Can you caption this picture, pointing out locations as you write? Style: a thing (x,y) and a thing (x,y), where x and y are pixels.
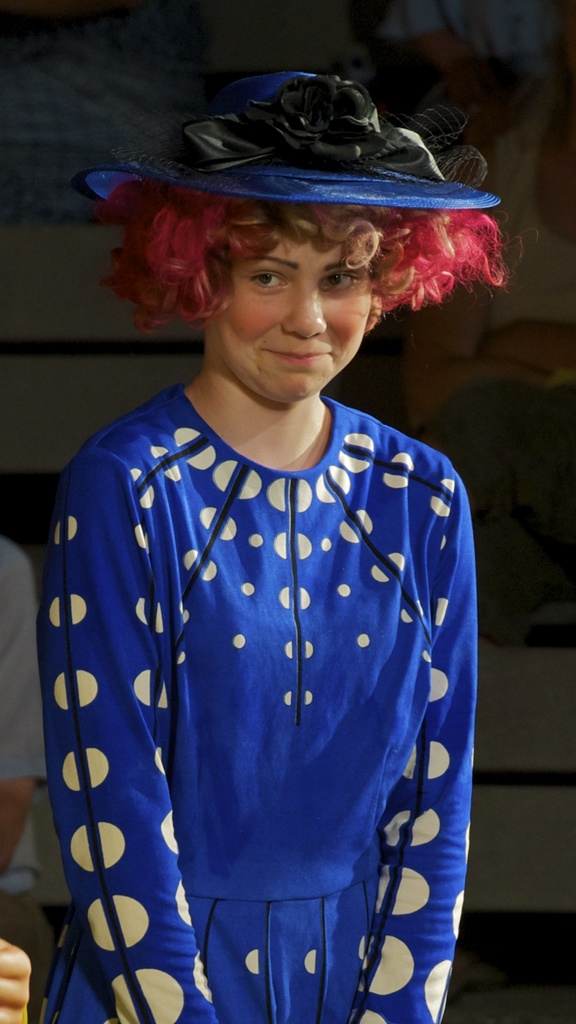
In this image we can see there is a girl (275,637) wearing a blue dress (284,704) and a blue hat (319,170) is standing with a smile on her face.
